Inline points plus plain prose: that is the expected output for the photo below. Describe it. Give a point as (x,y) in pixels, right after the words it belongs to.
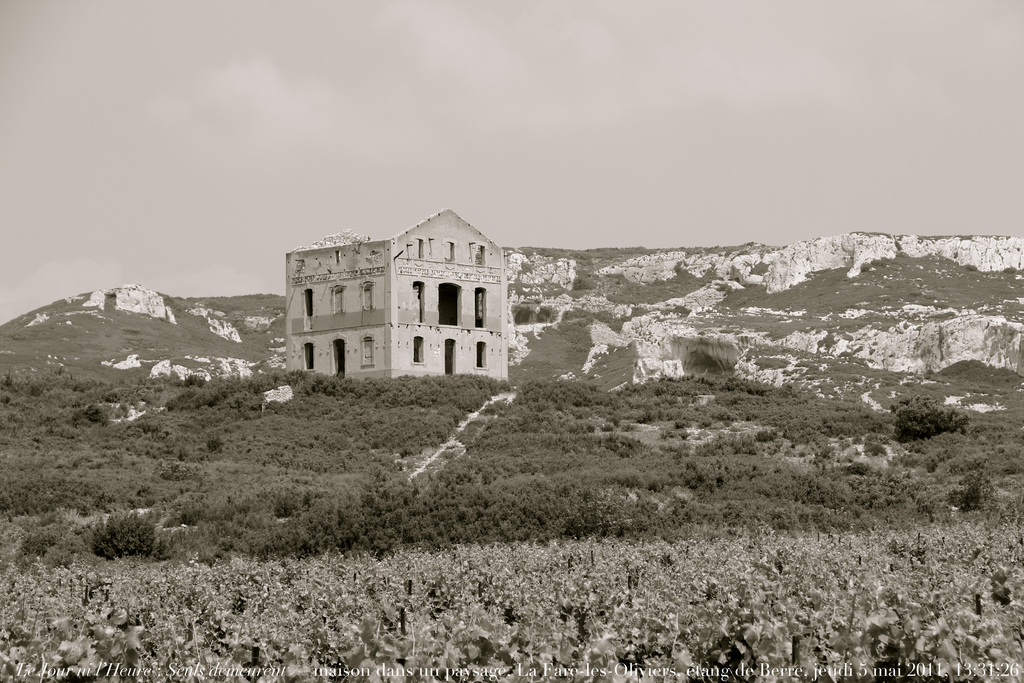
In this image I can see number of trees (643,543) and a building (371,324). In the background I can see few mountains (629,273) and the sky (512,198).
